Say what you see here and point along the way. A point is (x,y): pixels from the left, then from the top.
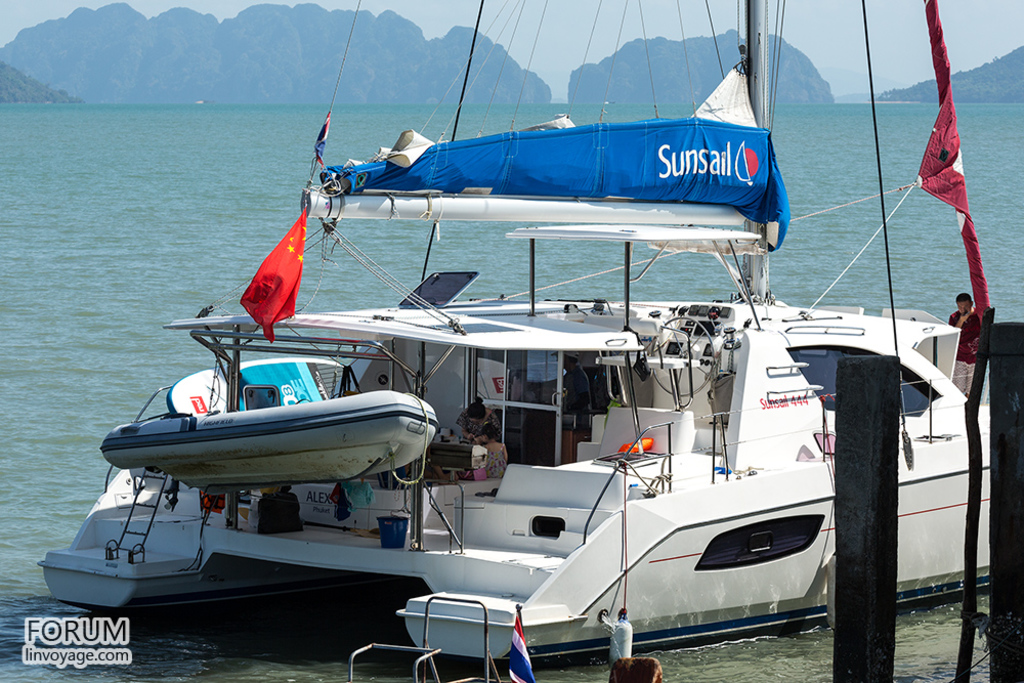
In this image I can see water (57,519) and in it I can see a white colour boat (570,447). I can also see few flags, few ropes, a pole (763,69) and here I can see one more boat (390,451). I can also see something is written on this blue colour thing (665,154). Here I can see watermark (126,649) and I can also see a person (974,313) is standing on boat (955,398).
